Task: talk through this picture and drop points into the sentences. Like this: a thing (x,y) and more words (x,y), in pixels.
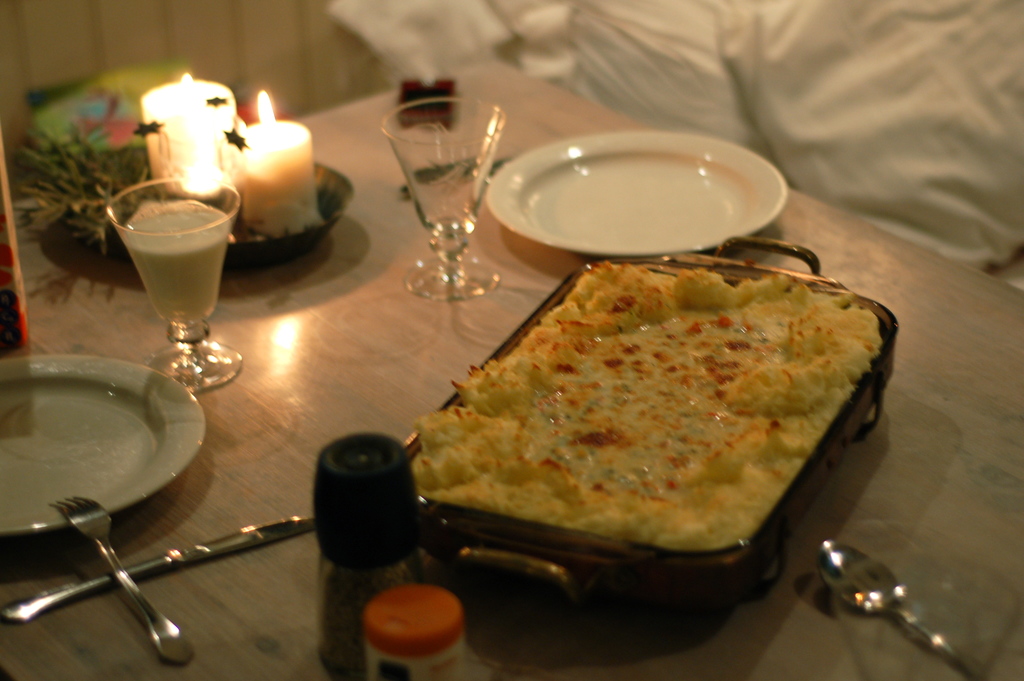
At the bottom of this image (74,470), there are two plates (168,438), a food item (729,395) in an object (499,355), there are two candle lights (296,133), two glasses (426,169), bottles (385,662), a spoon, a fork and other objects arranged on a wooden table (206,674). In the background (20,121), there is a wall (24,99) and there are white colored clothes (519,38) and other objects (35,92).
